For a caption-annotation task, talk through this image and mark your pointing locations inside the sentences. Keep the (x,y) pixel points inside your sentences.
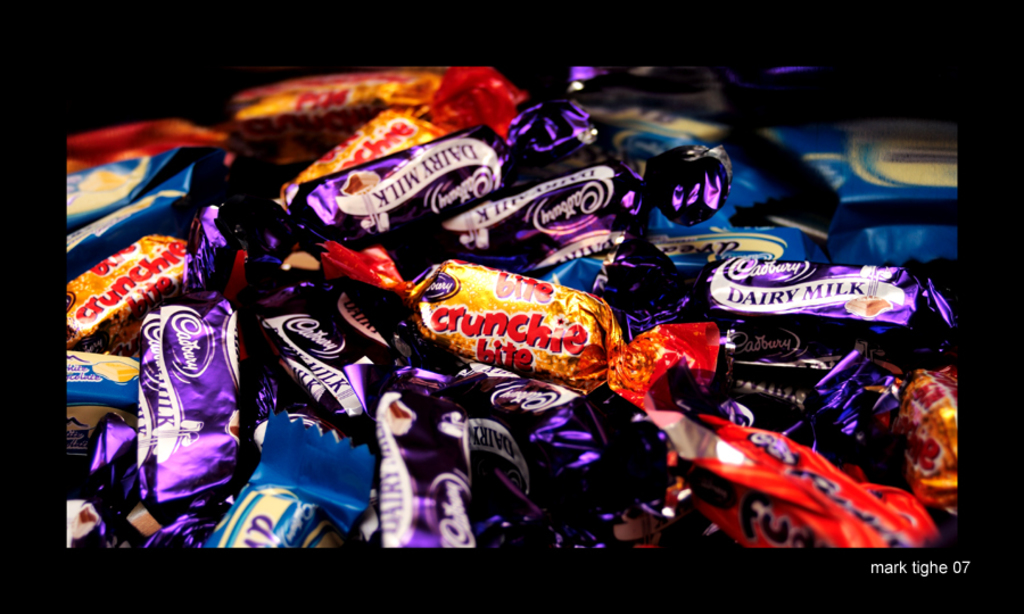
This picture is an edited picture. In this image there are different types of chocolates (484,324). At the bottom right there is a text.
